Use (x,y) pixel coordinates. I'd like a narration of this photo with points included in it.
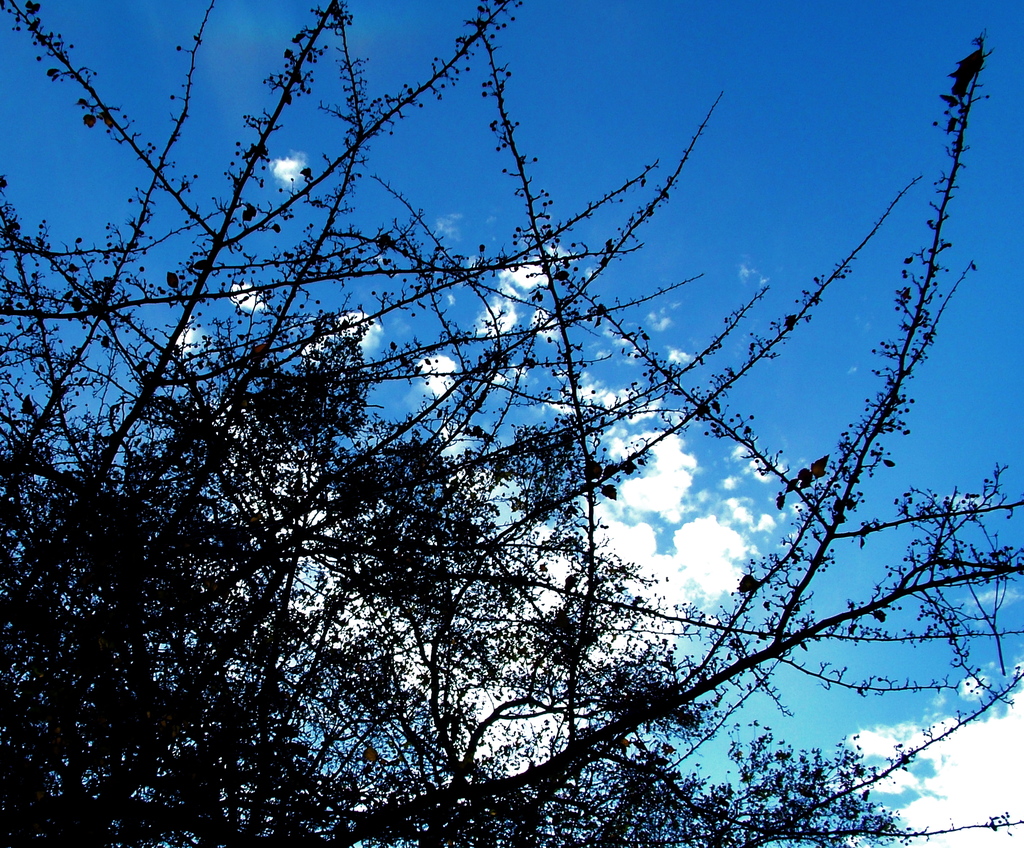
This image contains few plants (240,708) having stems (434,668) with few leaves (424,677). Behind there is sky (593,350) with some clouds (664,569).
